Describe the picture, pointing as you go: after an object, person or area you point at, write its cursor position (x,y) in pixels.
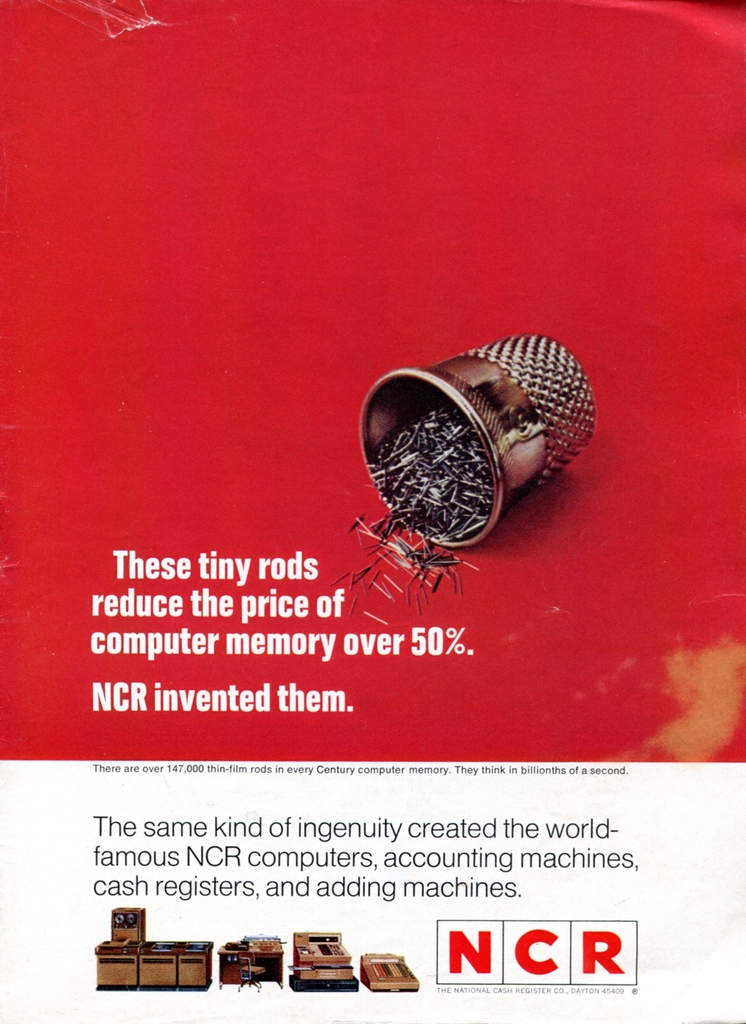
In this image we can see a poster (281,618) with some text (231,770) and objects (295,955).
